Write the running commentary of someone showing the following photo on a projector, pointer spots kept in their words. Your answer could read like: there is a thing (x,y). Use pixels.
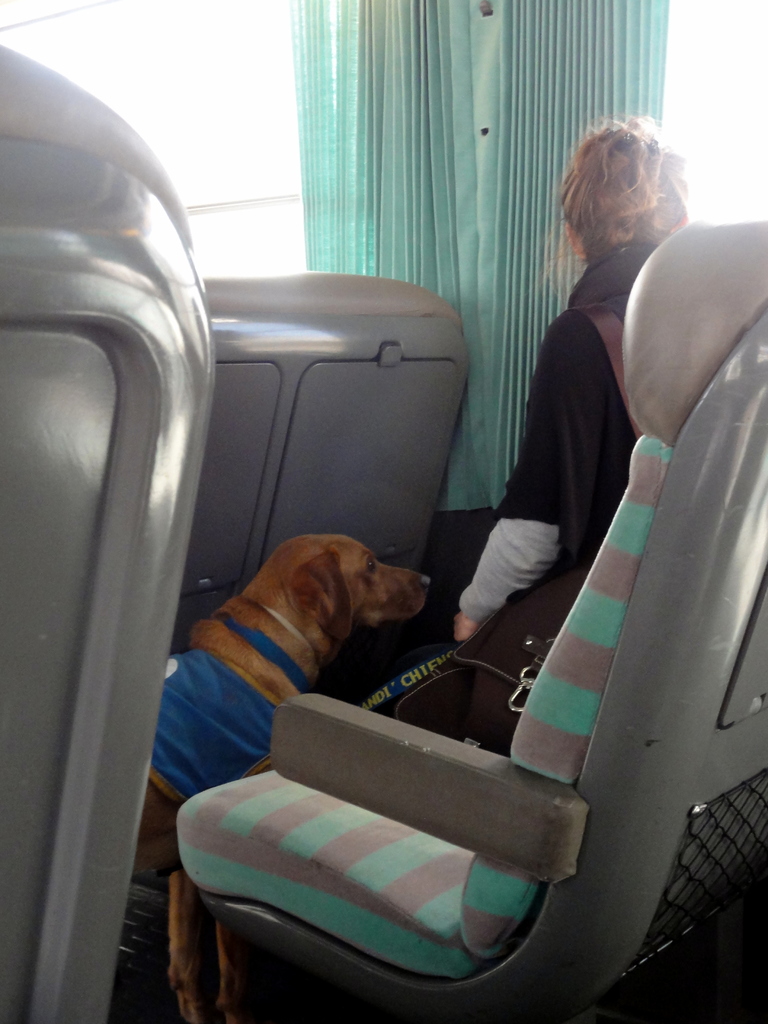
This is an inside view of a vehicle (489,868). On the right side (592,330) there is a person (581,383) sitting on a seat (645,547). Beside this person (573,517) there is a bag (497,709) and also there is a dog (188,790). At the top of the image (468,96) I can see a curtain (379,106) to the window (229,98).
